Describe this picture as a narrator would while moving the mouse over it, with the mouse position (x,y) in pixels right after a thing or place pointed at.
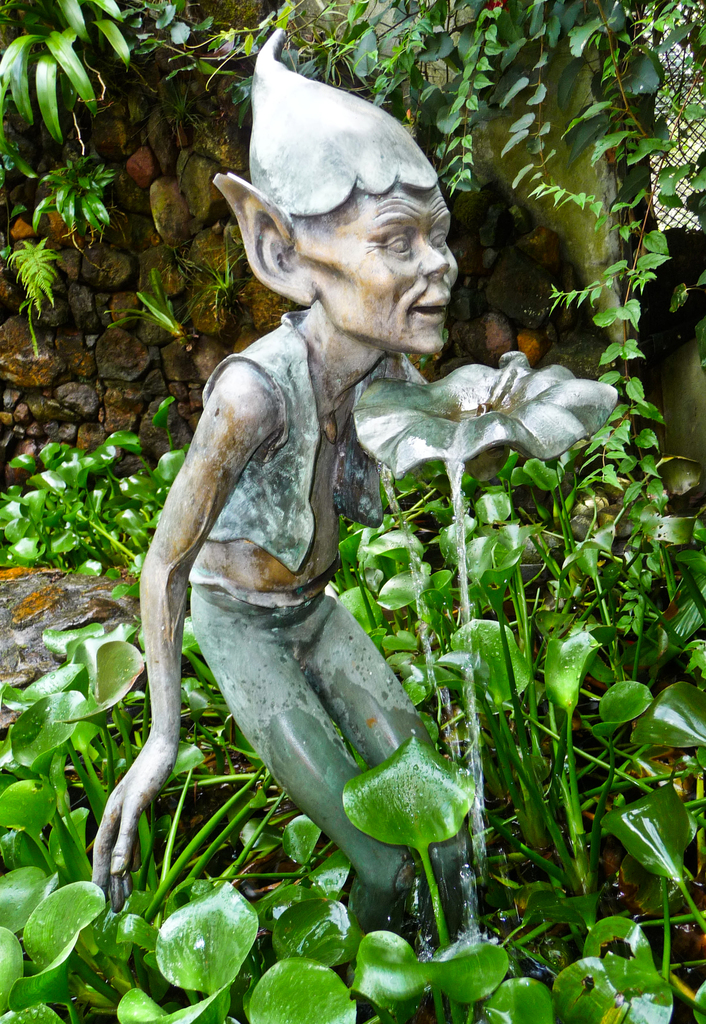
In this image we can see a sculpture (352,475) and water (467,634) is falling from it. Bottom of the image (462,777) and top of the image (476,38) plants (289,899) are present.
